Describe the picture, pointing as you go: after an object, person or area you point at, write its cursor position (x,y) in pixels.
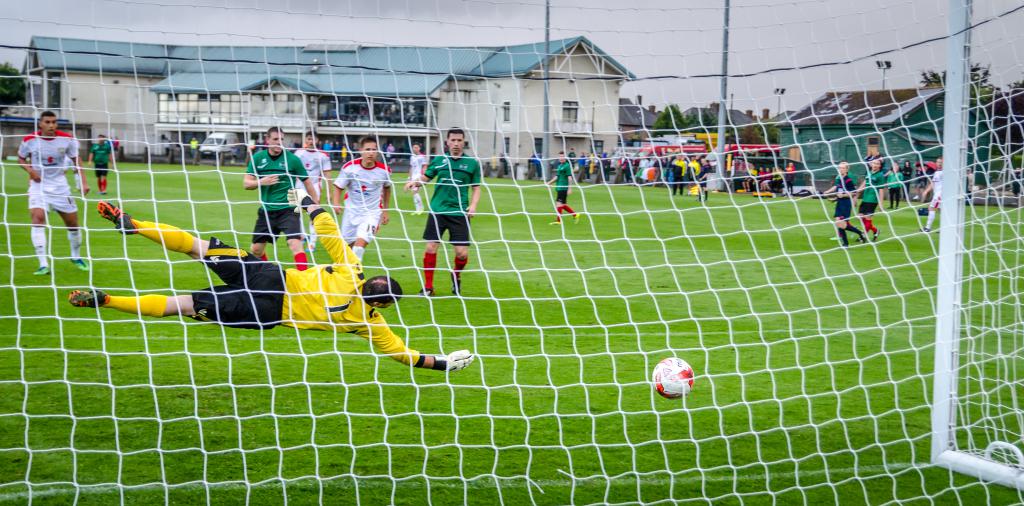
In this image we can see one ground (726,230) with green grass (138,401), some poles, some lights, one ball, so many people (48,167), some people (46,192) are standing, some vehicles (212,147), some houses (121,89), one net (1011,165), some trees (3,71), some objects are on the surface (216,162), some people (258,159) are playing football on the ground (534,188), some people (770,176) are sitting and at the top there is the sky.
